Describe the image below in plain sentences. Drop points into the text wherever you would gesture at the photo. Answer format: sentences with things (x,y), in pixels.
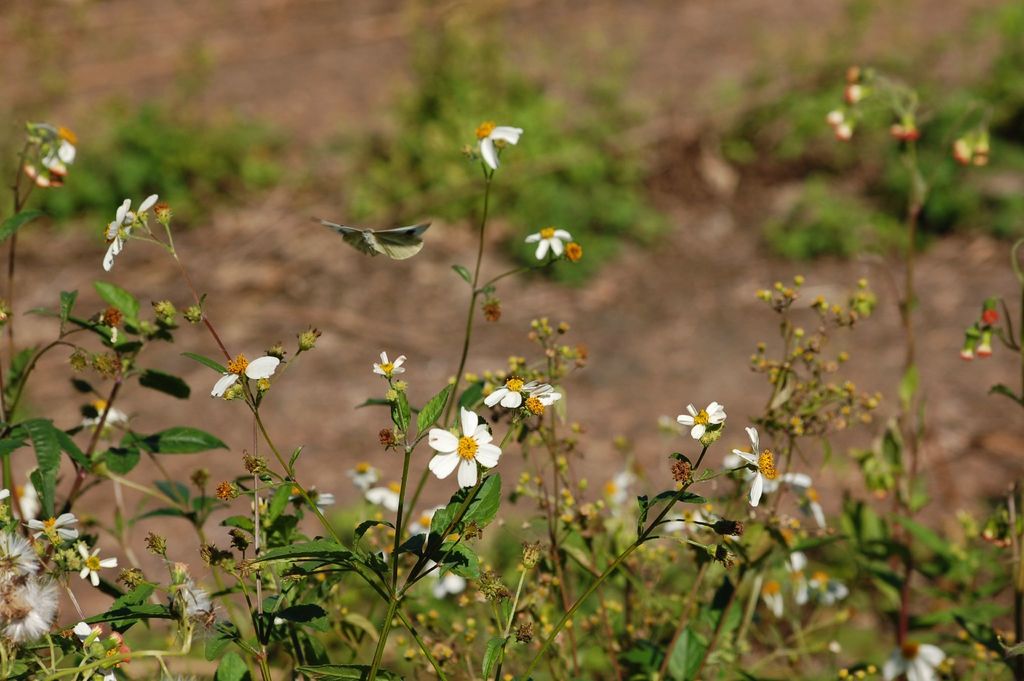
In this image there are plants (472,485) with small white color flowers (444,434). In the background (307,160) there is soil (234,63) in which there are few plants (588,128).
